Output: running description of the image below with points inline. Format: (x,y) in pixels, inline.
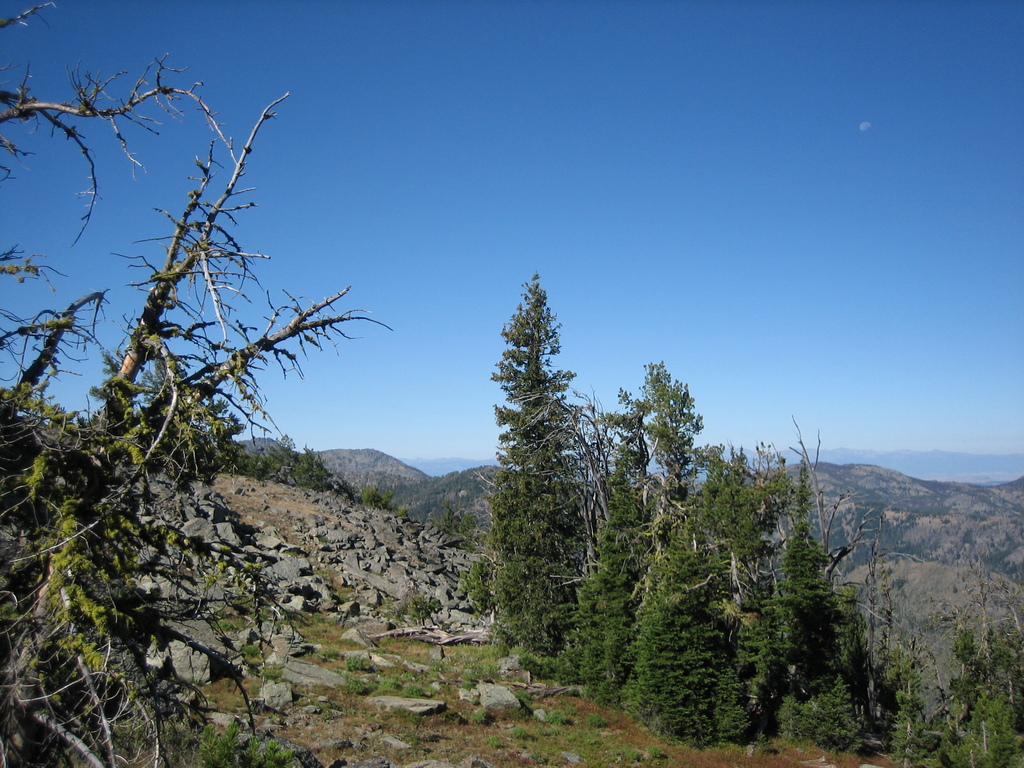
In this image I can see trees (586,607) in green color, background (874,469) I can see few stones (279,560), mountains (828,475) and the sky (464,154) is in blue color.
